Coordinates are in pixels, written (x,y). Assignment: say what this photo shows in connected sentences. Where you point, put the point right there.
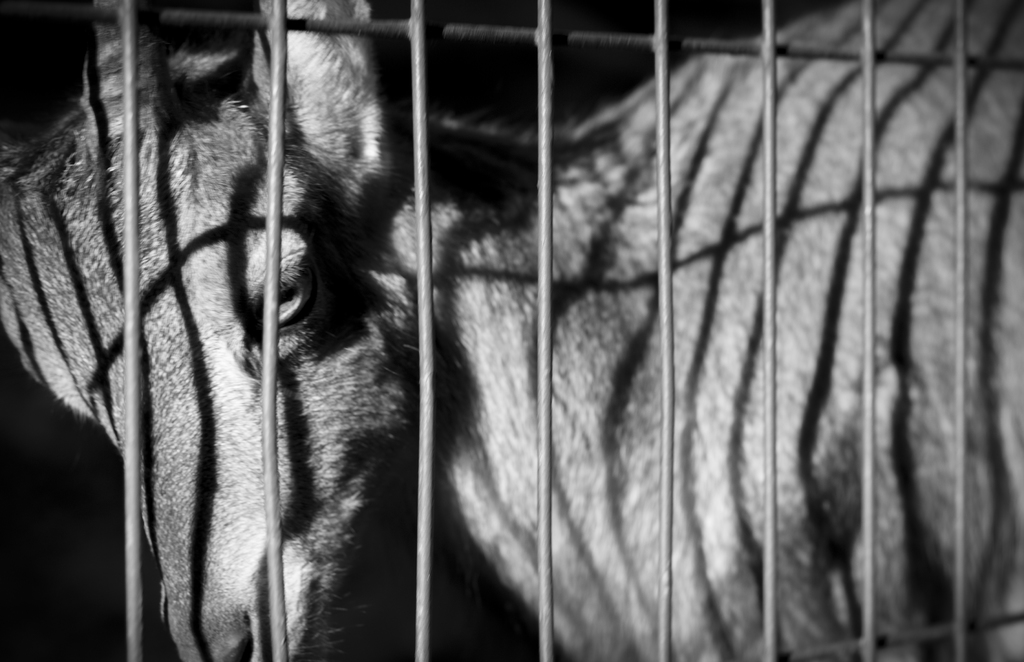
This image is a black and white image. In this image there is a deer (331,299) behind the grills (542,335).
